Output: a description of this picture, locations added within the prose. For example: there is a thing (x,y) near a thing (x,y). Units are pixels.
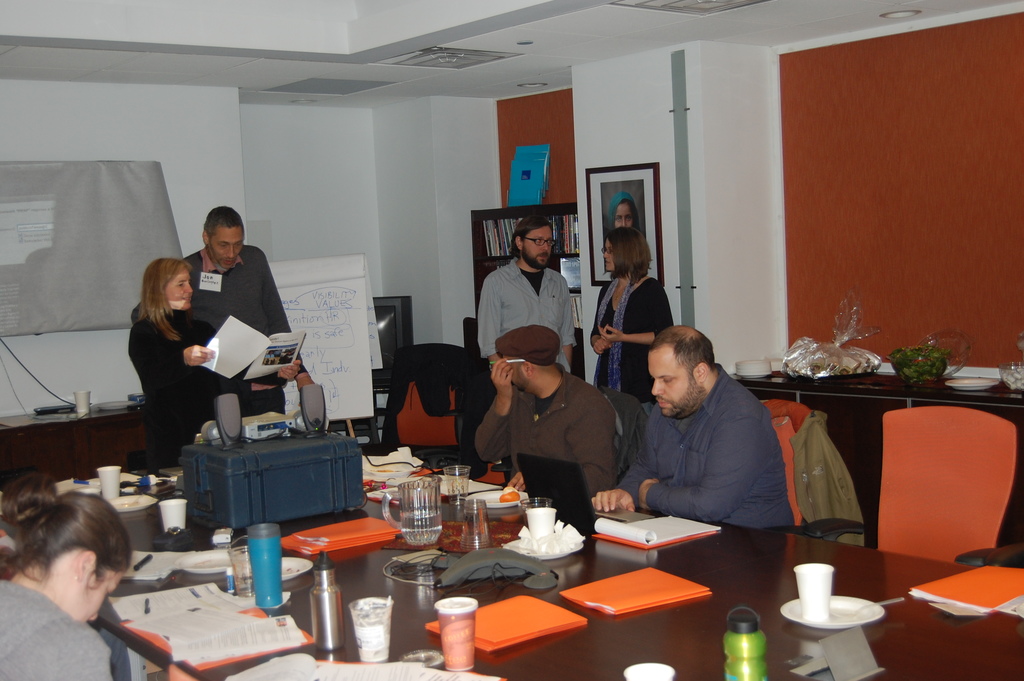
In this image, we can see people (173,314), chairs (900,429), table (718,613), desks (866,408), board (345,407) and a few objects (511,620). In the background (297,275), we can see wall (401,206), sheet (82,284), photo frame (614,199), book racks (553,211), television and few objects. Few people (672,464) sitting on the chairs (807,473). On the left side of the image (210,386), we can see a woman (174,360) holding papers (276,370). At the bottom of the image (571,624), there are so many things (557,627) and objects (446,576) are placed on the table (581,641).
